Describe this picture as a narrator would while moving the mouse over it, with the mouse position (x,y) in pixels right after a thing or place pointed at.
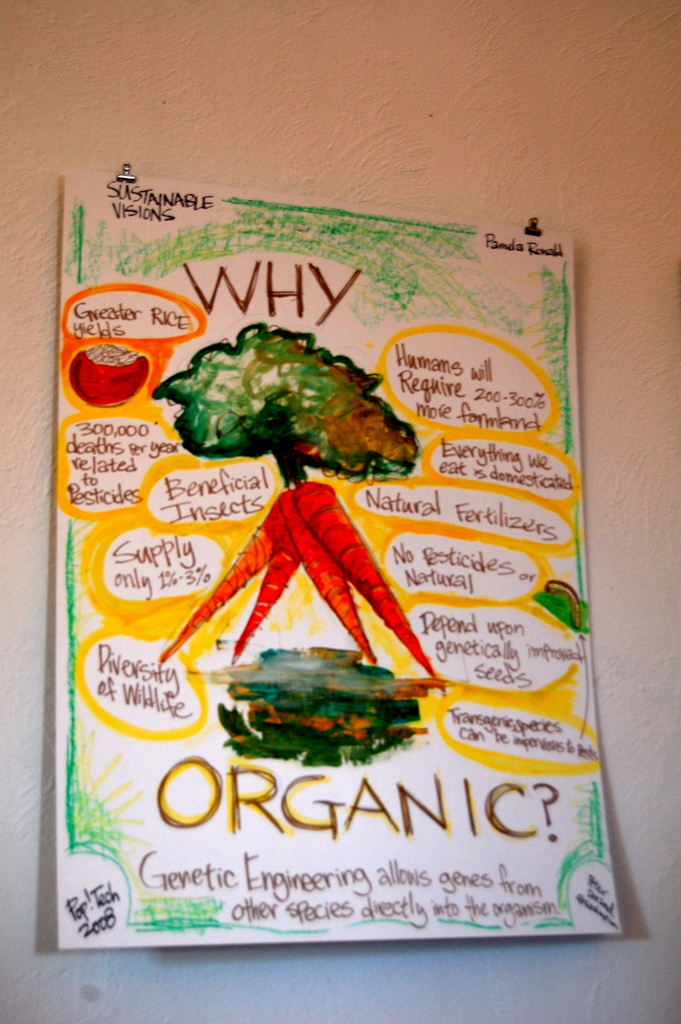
Here we can see a poster (544,440) on the wall (594,86). On this poster (295,534) we can see carrots (297,535) and text (114,309) written on it.
